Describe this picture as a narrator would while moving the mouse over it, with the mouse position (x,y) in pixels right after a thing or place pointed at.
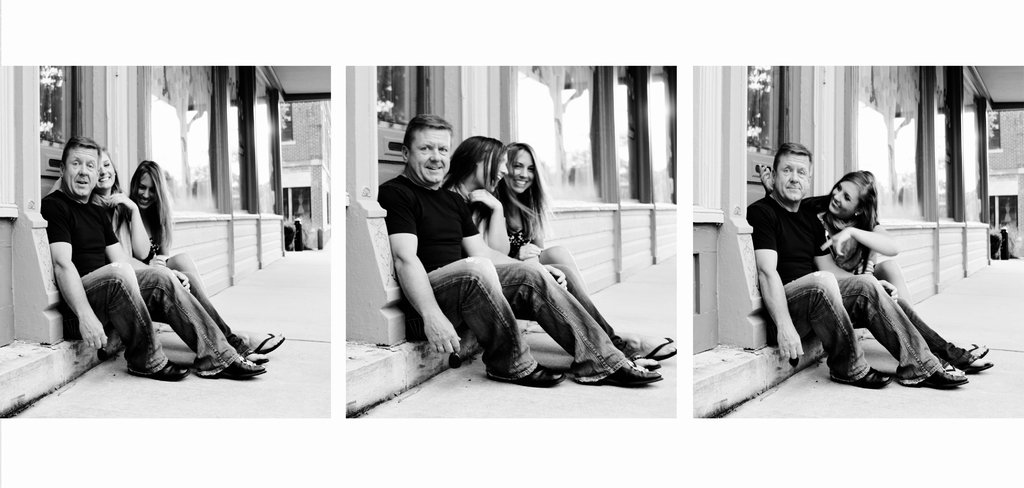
It is a photo collage on the left side (223,326) a man (131,278) and 2 women (142,223) are sitting, in the middle (541,201) 3 persons (503,229) are laughing. There are glass walls (580,137). This person (796,249) wore t-shirt (797,268), trouser (809,313).
